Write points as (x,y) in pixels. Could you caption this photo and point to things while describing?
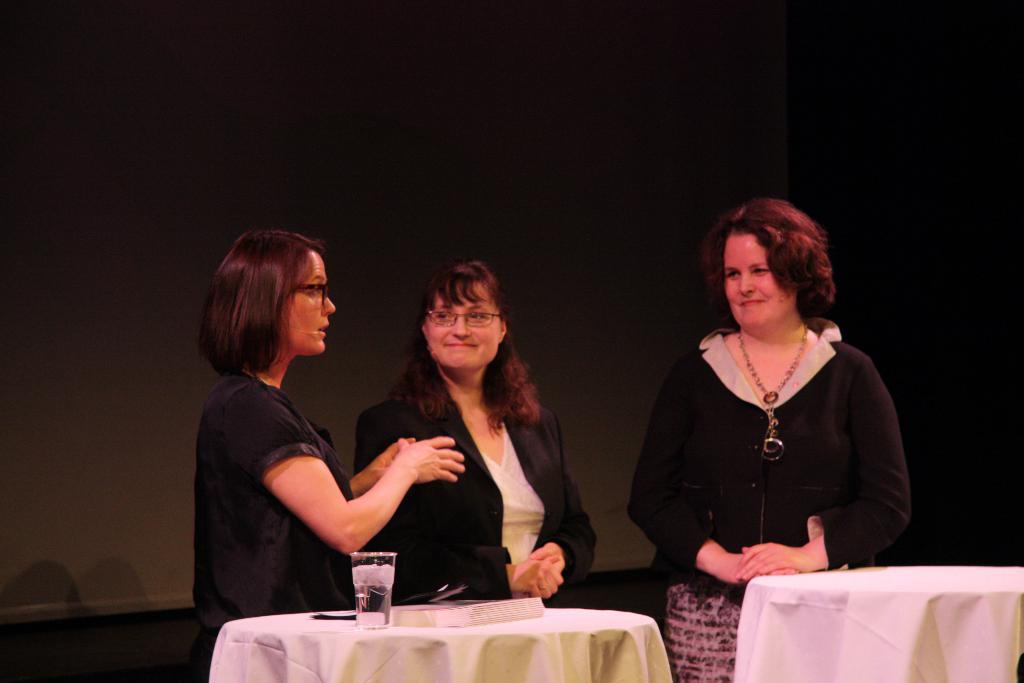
In this image i can see the three woman (390,493) stand in front of the table (509,643), on the table (628,624) there is a glass container (367,579) with water (364,605) and there is a woman (417,412) on the middle (477,437) stand in front of the table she is smiling and she wearing a spectacles (433,321).
